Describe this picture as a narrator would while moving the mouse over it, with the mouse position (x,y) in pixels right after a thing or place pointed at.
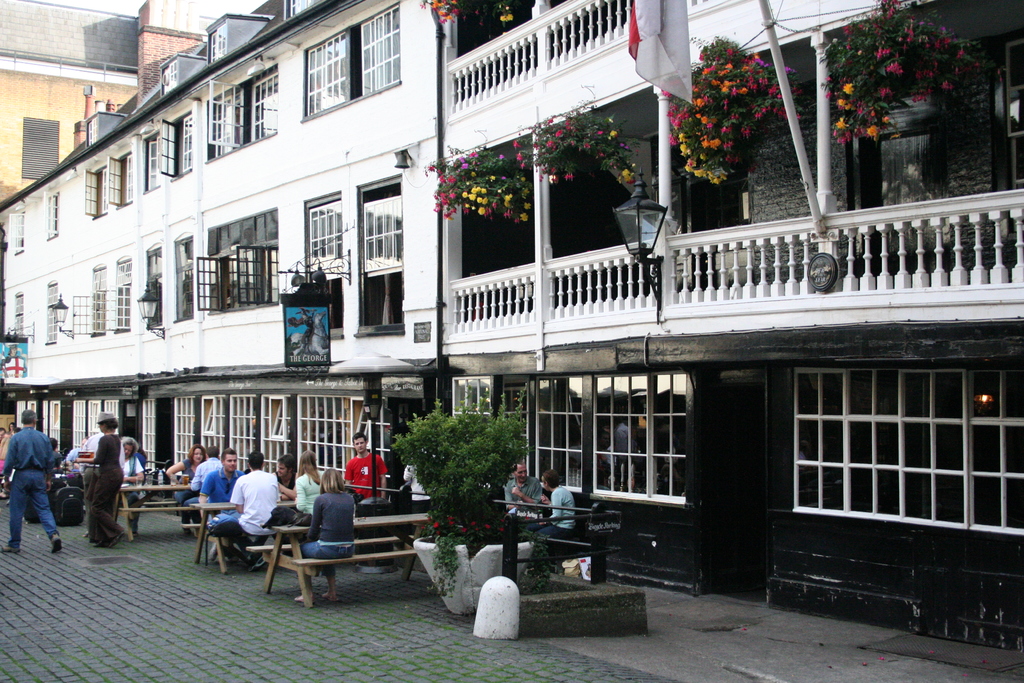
This image consists of building (407,294) in the middle (342,318). There are some benches (221,541) at the bottom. On that there are some persons (298,499) sitting. There are plants (772,85) in the middle (505,445). There are flowers (676,102) to that plants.
